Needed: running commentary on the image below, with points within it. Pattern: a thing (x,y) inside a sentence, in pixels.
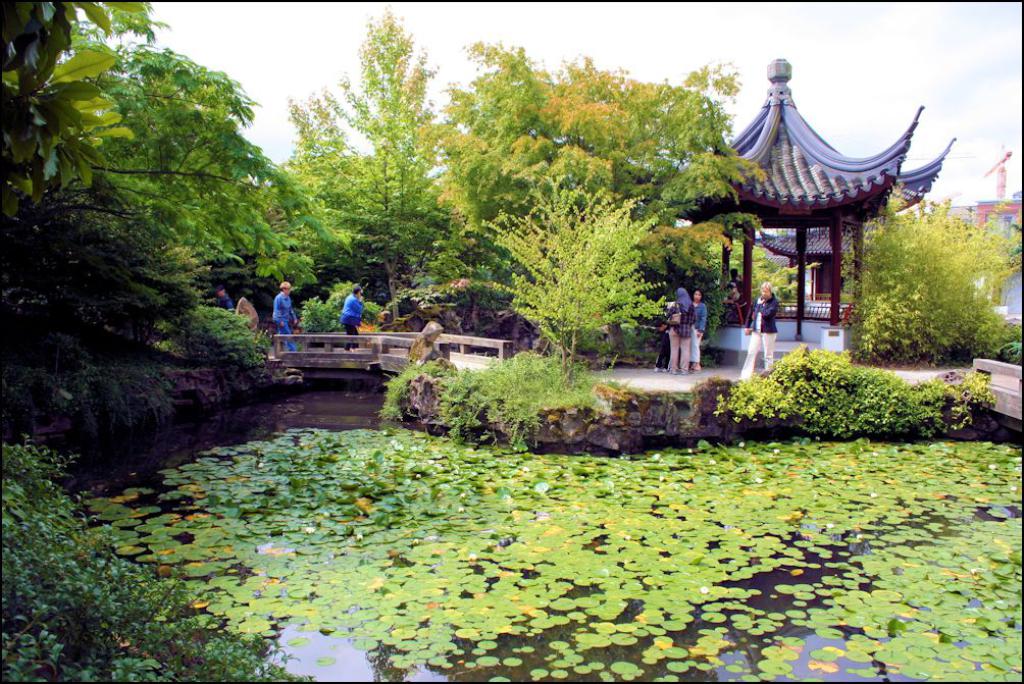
In this image I can see the water (490,579), few leaves (467,579) on the surface (551,560) of the water (671,555), few trees (399,81) which are green in color, the railing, few persons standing and few sheds (906,180). In the background (976,204) I can see a crane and the sky (817,83).
